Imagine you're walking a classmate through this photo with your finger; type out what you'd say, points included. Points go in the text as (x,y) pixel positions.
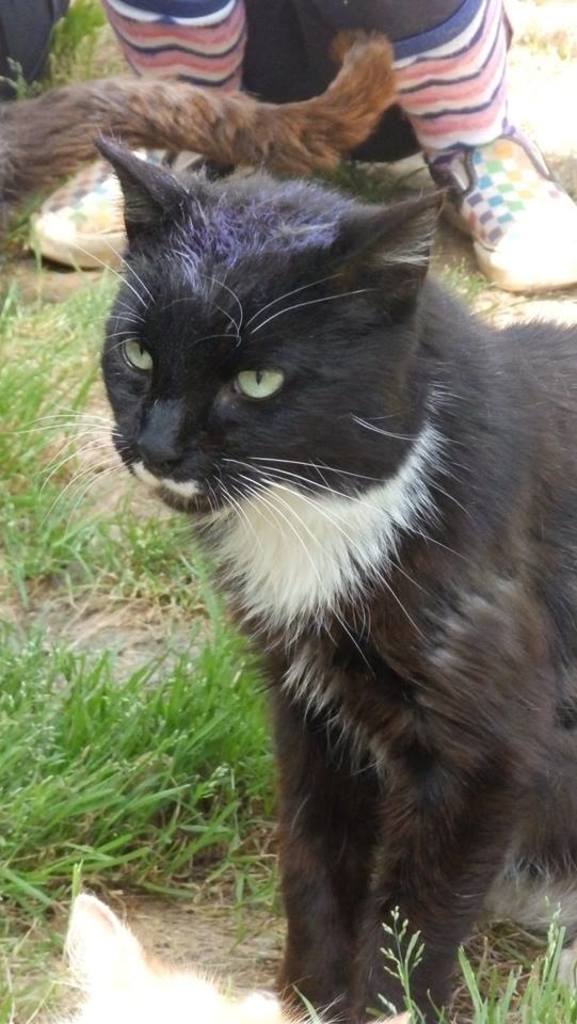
We can see animals (334,950), grass (128,872) and person legs (475,18) with footwear (530,280).
